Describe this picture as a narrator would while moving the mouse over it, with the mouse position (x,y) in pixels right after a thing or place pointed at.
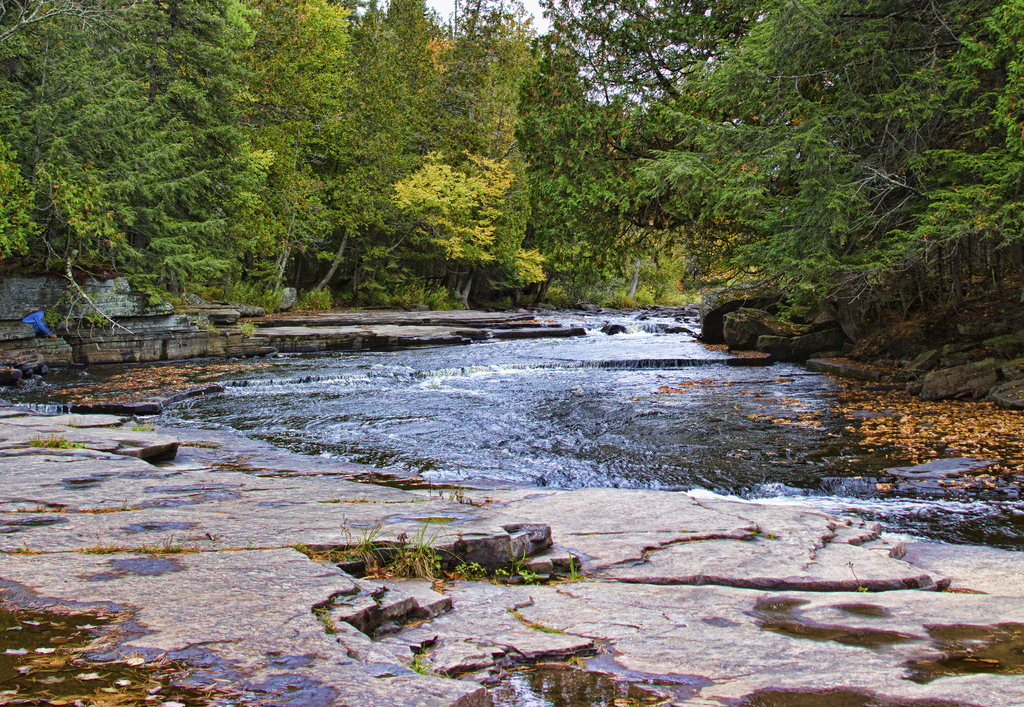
In this image in the center (517,413) there is water (586,393) and there are dry leaves (900,429) floating on the water (780,386). In the front (360,557) there is floor (543,607) and in the background (471,175) there are trees (570,168). On the left side (45,332) there is an object (31,317) which is blue in colour.
